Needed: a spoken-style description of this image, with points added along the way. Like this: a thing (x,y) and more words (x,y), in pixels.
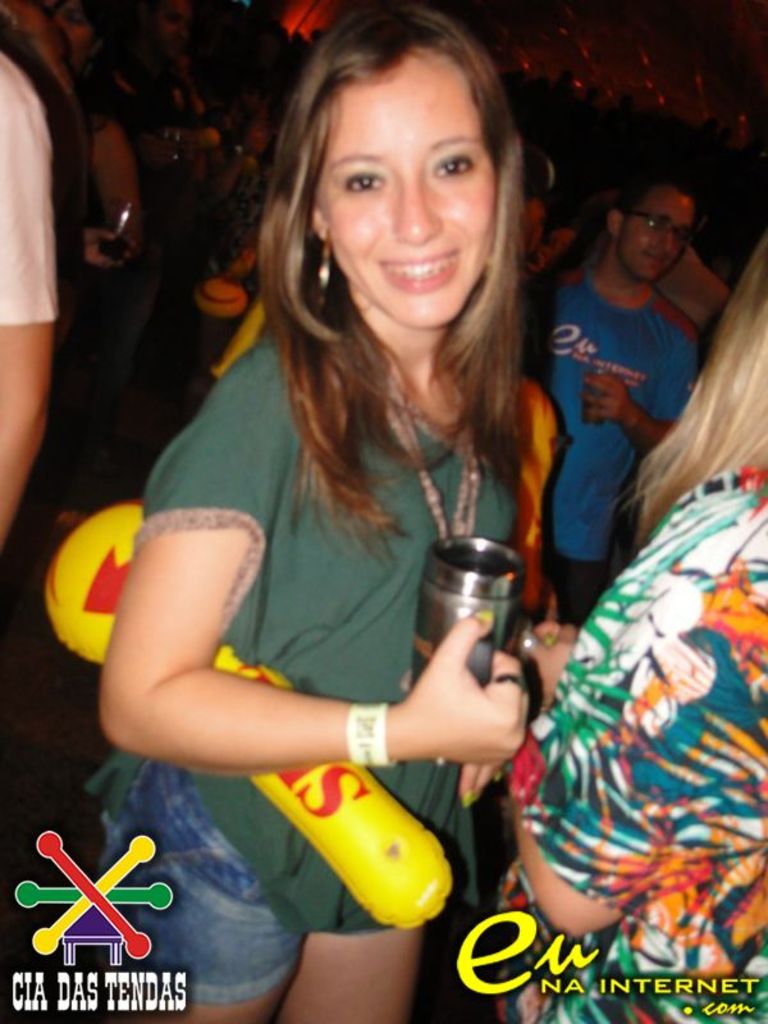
In the center of the image (461,650) there is a lady (124,636) wearing a green color dress (314,903). She is holding a cup (519,556) in her hand (519,701). Besides her there is another lady (579,656). In the background of the image (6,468) there are many persons (649,407). At the bottom of the image (463,973) there is some written text (460,947).
